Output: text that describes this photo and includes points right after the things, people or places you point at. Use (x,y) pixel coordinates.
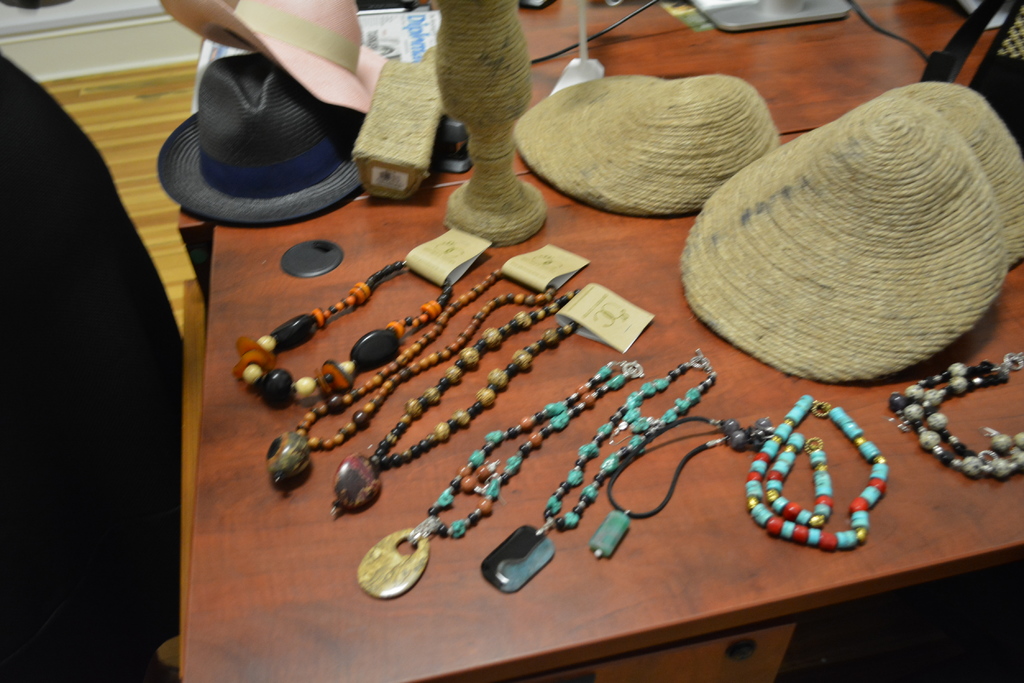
This picture shows couple of hats (221,112) and ornaments (589,380) and few papers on the table (228,229).
